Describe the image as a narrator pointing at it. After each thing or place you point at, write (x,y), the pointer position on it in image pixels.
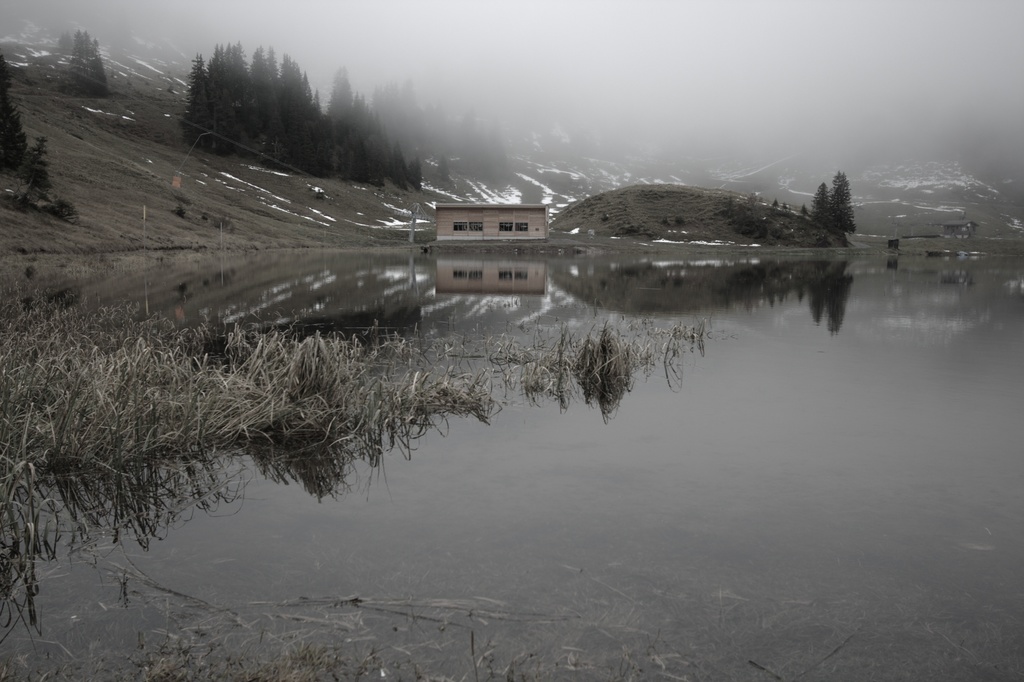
This image is clicked outside. At the bottom (751,603), there is water (643,535). On the left (221,360), there is grass (124,402). In the front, we can see a small house (463,227). In the background (476,133), there is a mountain (497,188) along with trees (33,178) and snow (554,169). At the top (712,36), there is fog (522,54).
